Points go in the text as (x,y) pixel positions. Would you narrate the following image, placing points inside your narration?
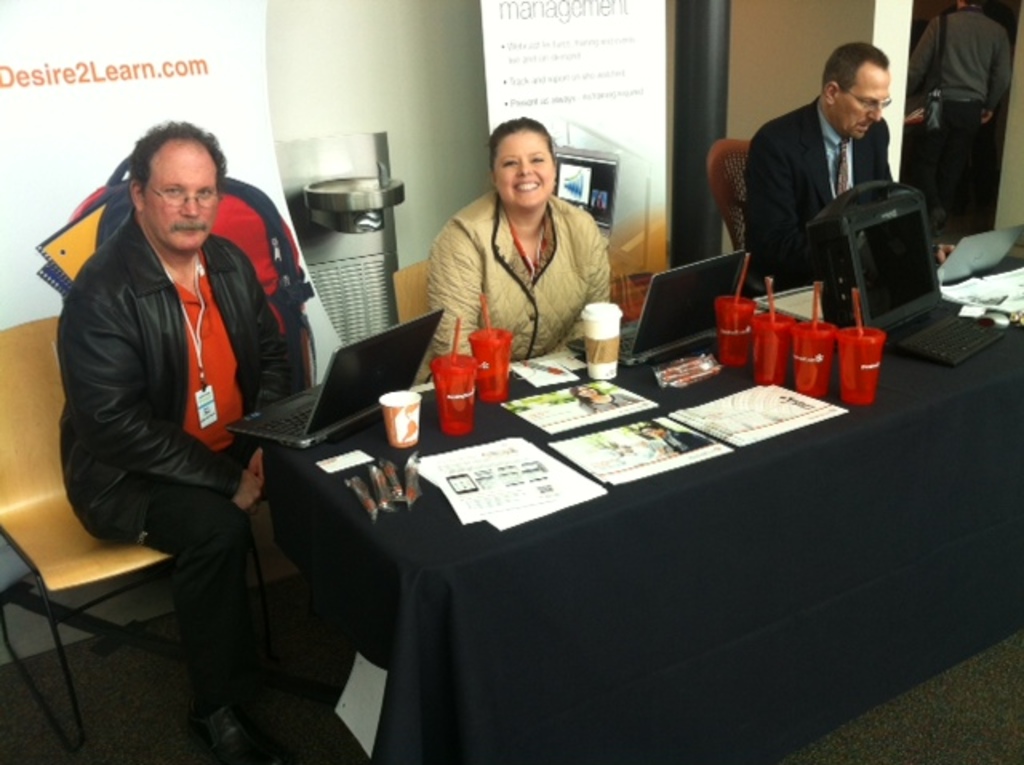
This 3 persons (787,209) are sitting on a chair (5,488). In-front of this person's (225,277) there is a table (439,431), on a table (382,539) there are papers (656,444), glasses (859,374), monitors (877,238) and keyboard (939,325). Backside of this person's (239,309) there are banners (161,61). Far this person (971,94) is standing. These 2 persons (561,267) wore jacket (520,282).
